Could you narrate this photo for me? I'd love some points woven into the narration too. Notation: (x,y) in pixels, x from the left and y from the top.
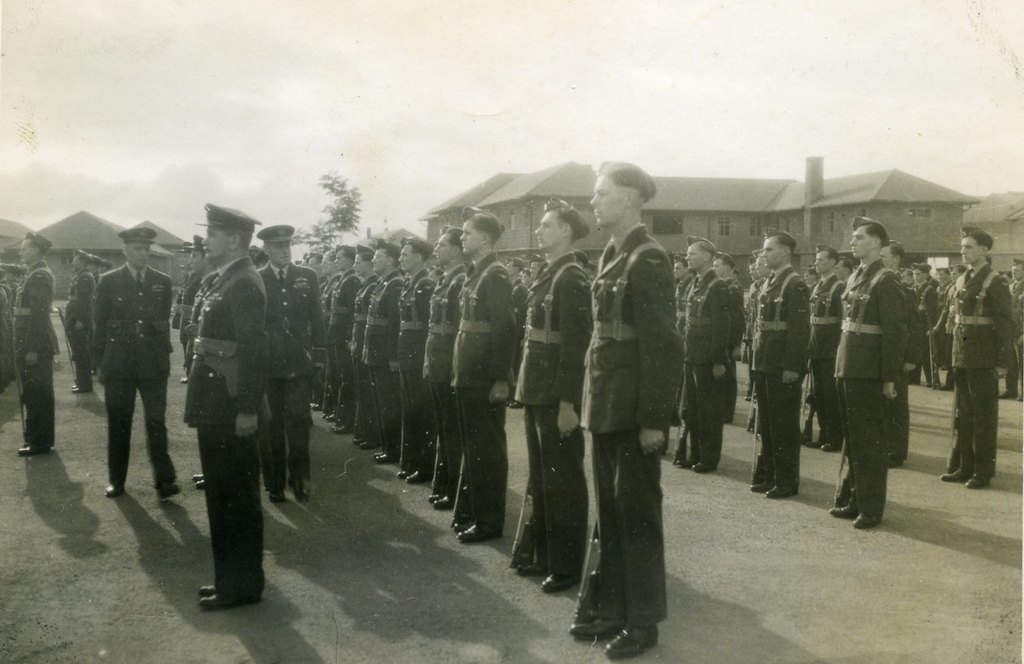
This is a black and white image. Here I can see many people (566,324) wearing uniforms (547,314) and standing on the ground (501,598) facing towards the left side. In the background (882,219) there are some buildings (113,237). At the top (428,48), I can see the sky (362,79).
